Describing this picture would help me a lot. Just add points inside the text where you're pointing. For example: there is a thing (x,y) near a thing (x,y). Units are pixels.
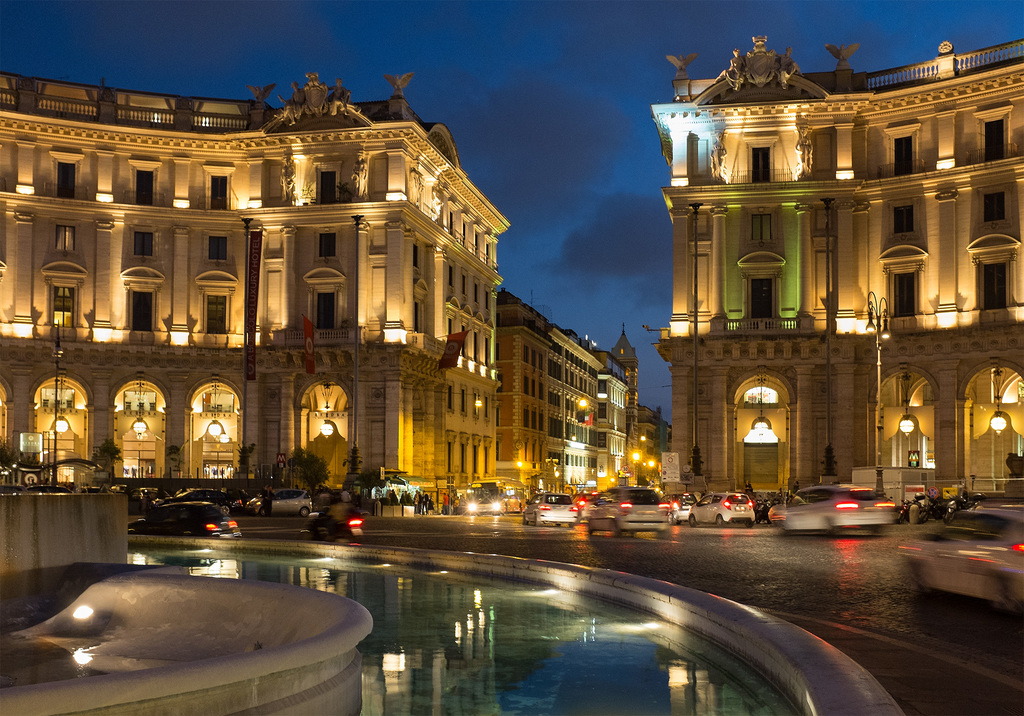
In this image few vehicles (535,521) are on the road (932,597). Few persons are on the pavement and few persons (268,503) are on the road (254,520). Bottom of image (498,623) there is water (590,663) beside the wall (795,658). There are few trees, behind there are few buildings (796,434). Top of image (609,80) there is sky (634,160).
